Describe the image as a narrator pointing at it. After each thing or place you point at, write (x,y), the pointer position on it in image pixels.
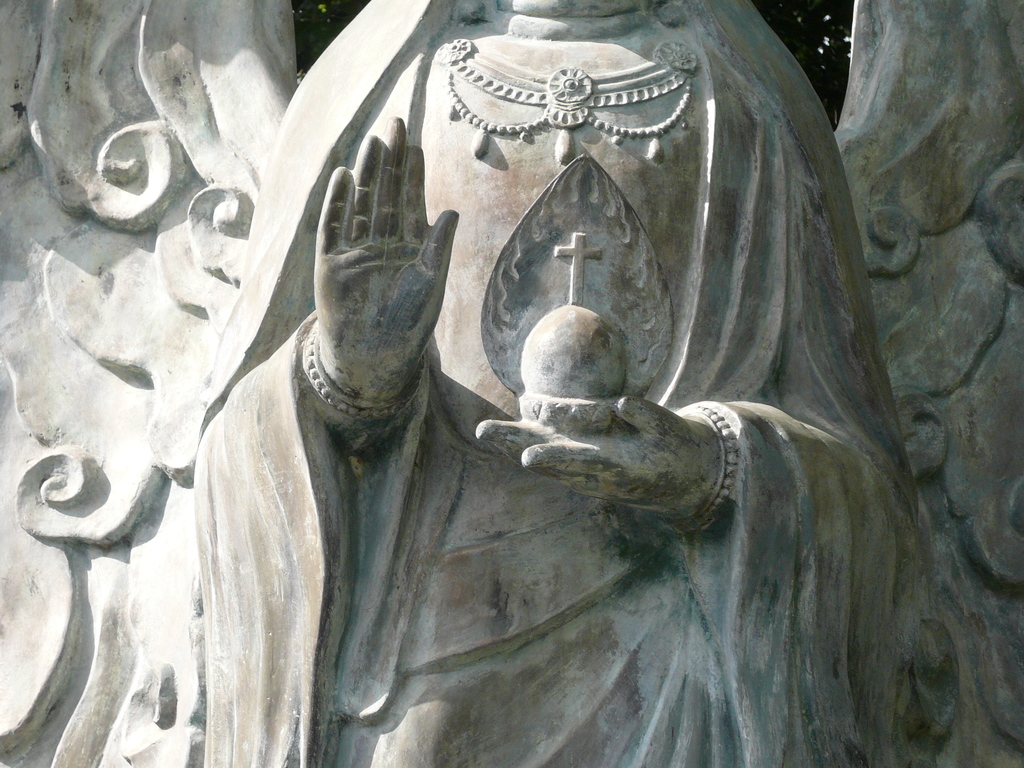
In this image there is a sculpture (422,286) of a person (341,353) as we can see in middle of this image (638,357).
